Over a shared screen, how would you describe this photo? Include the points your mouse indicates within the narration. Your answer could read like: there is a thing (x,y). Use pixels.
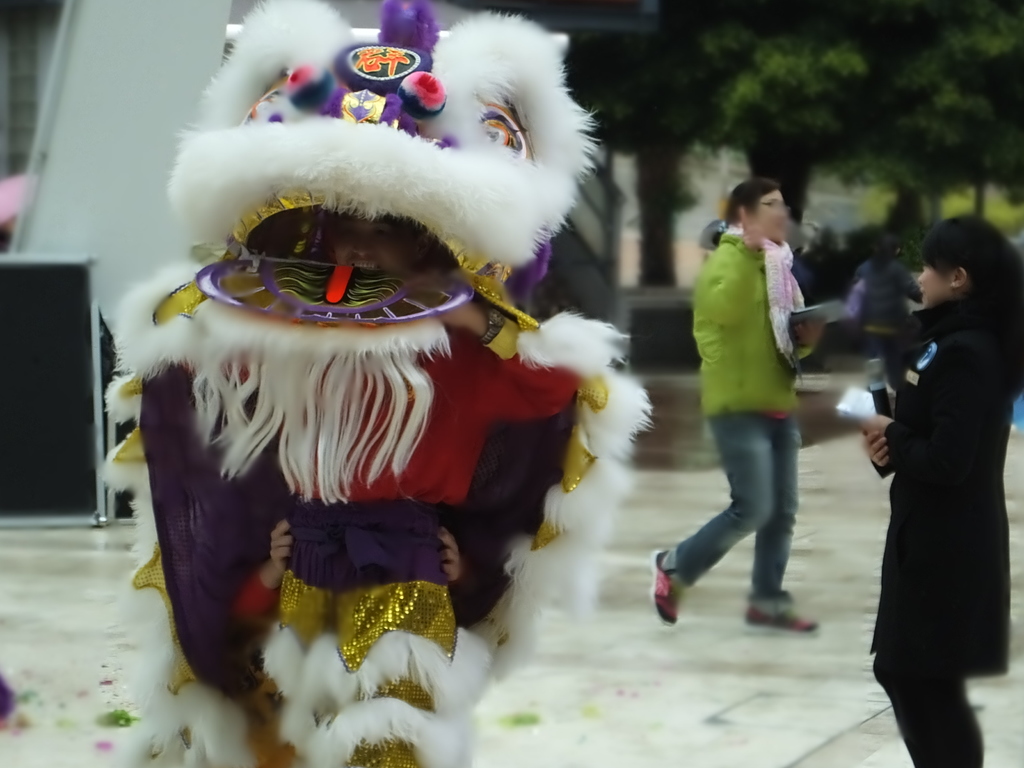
This picture is taken outside. In this image, on the right side (955,271), we can see a woman (955,430) wearing a black color dress (956,448) and holding an object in her hand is standing. On the right side (773,205), we can also see another woman (798,338) holding an object (821,319) is walking on the road (746,633). On the left side (300,397), we can see a lion dance costume (495,431), in the costume (351,529), we can see the hand (280,556) of a person (373,647). In the background (60,354), we can see a black color board (30,319), wall (202,69), trees (751,61) and a group of people (881,255), at the bottom (594,740), we can see a floor (80,613).
